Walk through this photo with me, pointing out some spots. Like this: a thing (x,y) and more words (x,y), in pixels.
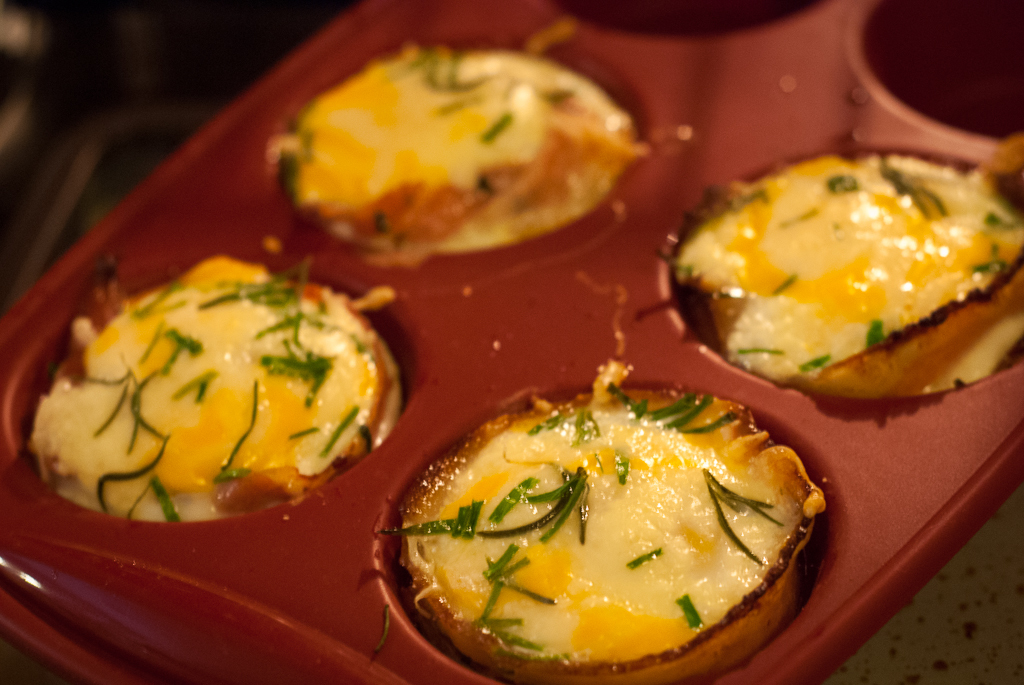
In this image we can see food (864,287) placed in a tray (635,235).
